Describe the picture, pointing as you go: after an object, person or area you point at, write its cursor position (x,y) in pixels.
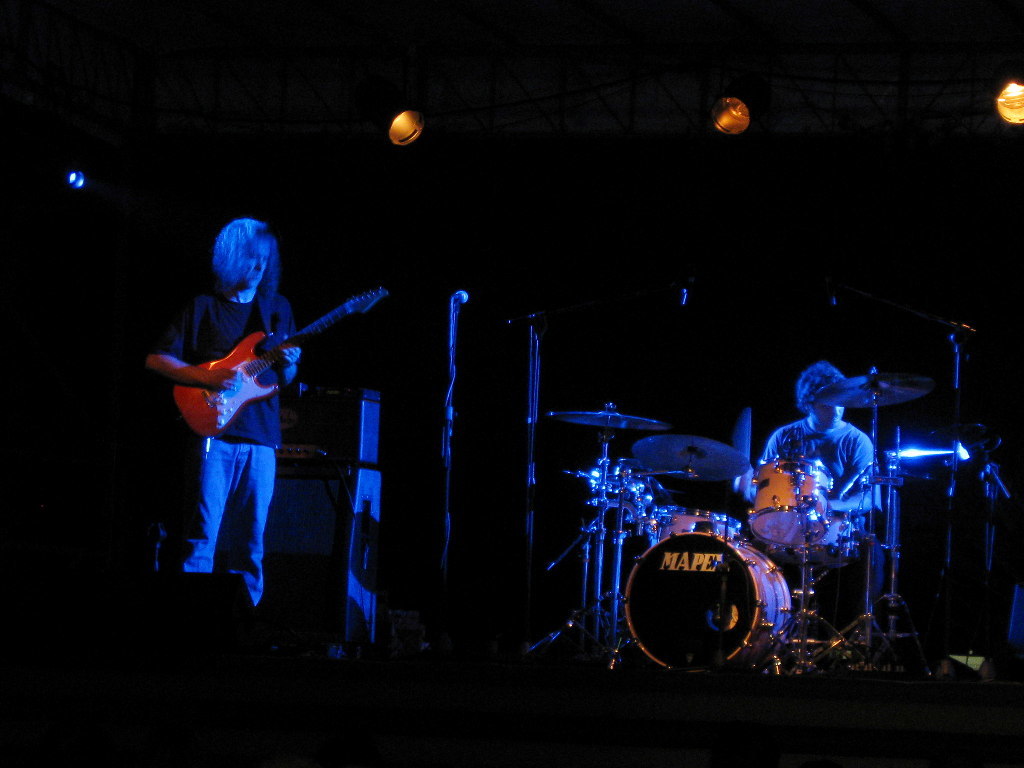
This Image is clicked in a musical concert. There are two persons (837,462) in this image who are playing musical instruments (732,449). There are lights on the top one is playing drums (627,478) he is on the right side (843,513) another one is playing guitar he is on the left side (262,252), there is a mic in the middle (447,483).
